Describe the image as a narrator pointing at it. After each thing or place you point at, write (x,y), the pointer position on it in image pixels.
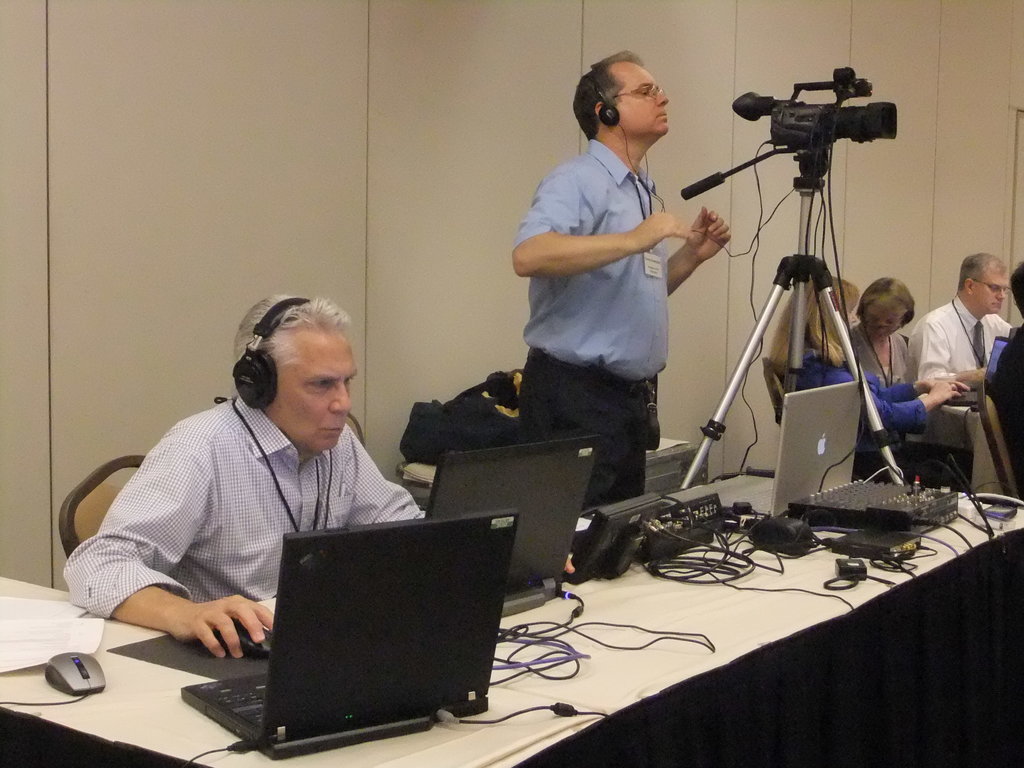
In the picture I can see a man (180,560) sitting on the chair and he is on the left side (246,535). He is wearing a shirt (209,536) and he is working on a laptop (306,543). There is a man (635,247) standing in the middle of the image (574,281) and he is having a look at the camera screen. I can see four persons (914,422) sitting on the chairs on the right side (984,318). There is a table (722,637) on the floor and I can see the laptops (848,407), mouses (91,660) and cables (777,554) are kept on the table (759,554).
